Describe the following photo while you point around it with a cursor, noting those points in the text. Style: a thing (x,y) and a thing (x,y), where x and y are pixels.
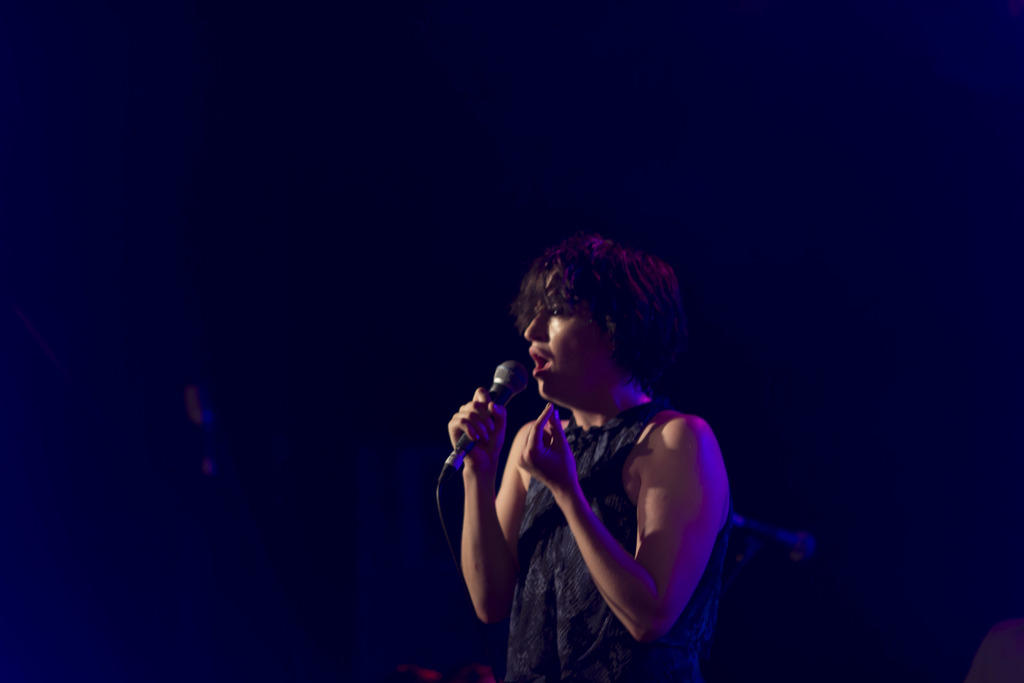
In this image I can see a person (548,482) holding a mike (453,451). I can see the background (193,284) is black in color.
